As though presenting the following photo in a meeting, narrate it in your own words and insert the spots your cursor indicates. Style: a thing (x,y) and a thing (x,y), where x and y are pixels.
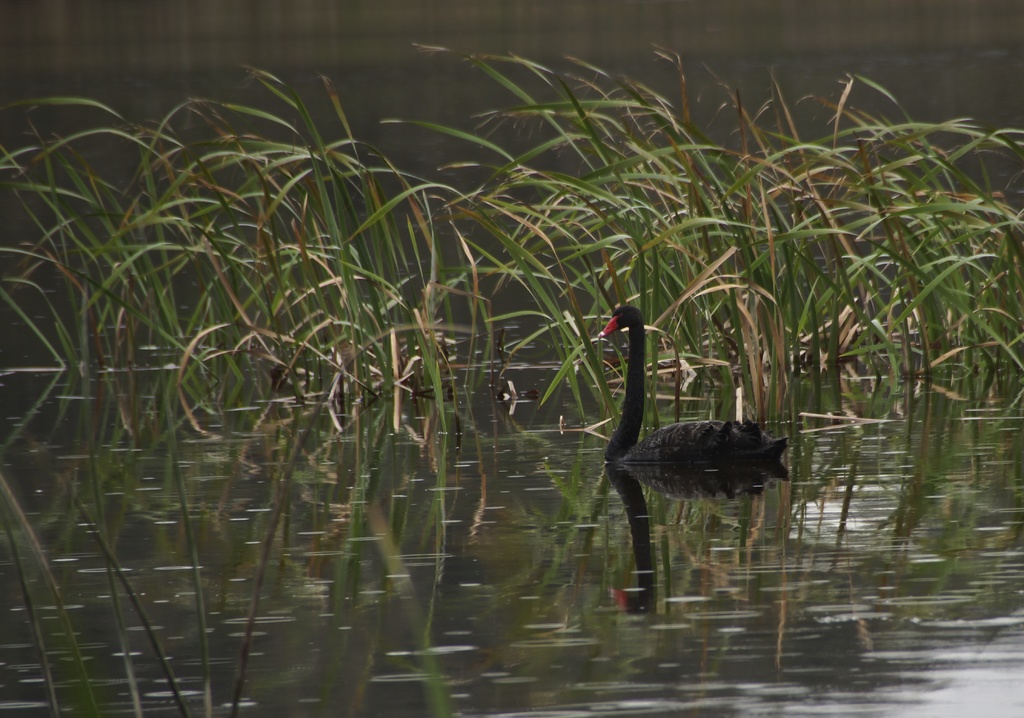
In this image I can see the water (628,599), few plants (402,353) which are green and brown in color and a bird (684,457) which is black and red in color.
